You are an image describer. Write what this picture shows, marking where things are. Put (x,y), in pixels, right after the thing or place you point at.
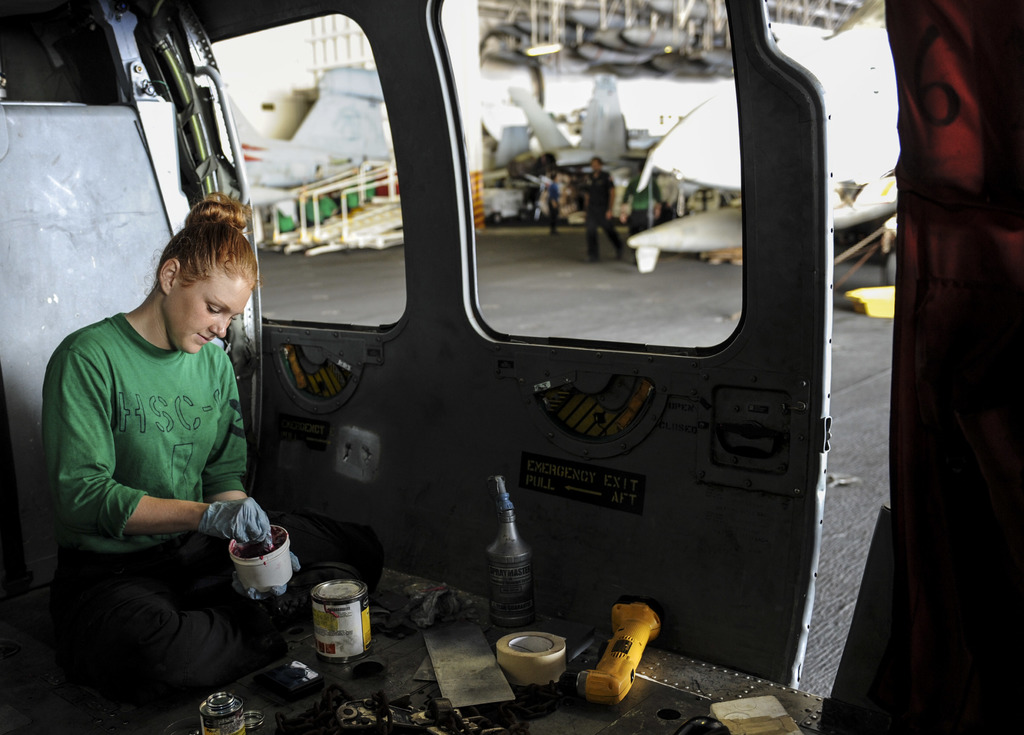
In this image we can see a woman (281,590) sitting in a vehicle (305,474) holding a container (285,574). We can also see some tools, a container (347,643), a board (488,673) and a tape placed in front of her. On the backside (590,240) we can see some people (592,255) and airplanes (628,242) on the ground (583,263), a staircase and the metal poles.
